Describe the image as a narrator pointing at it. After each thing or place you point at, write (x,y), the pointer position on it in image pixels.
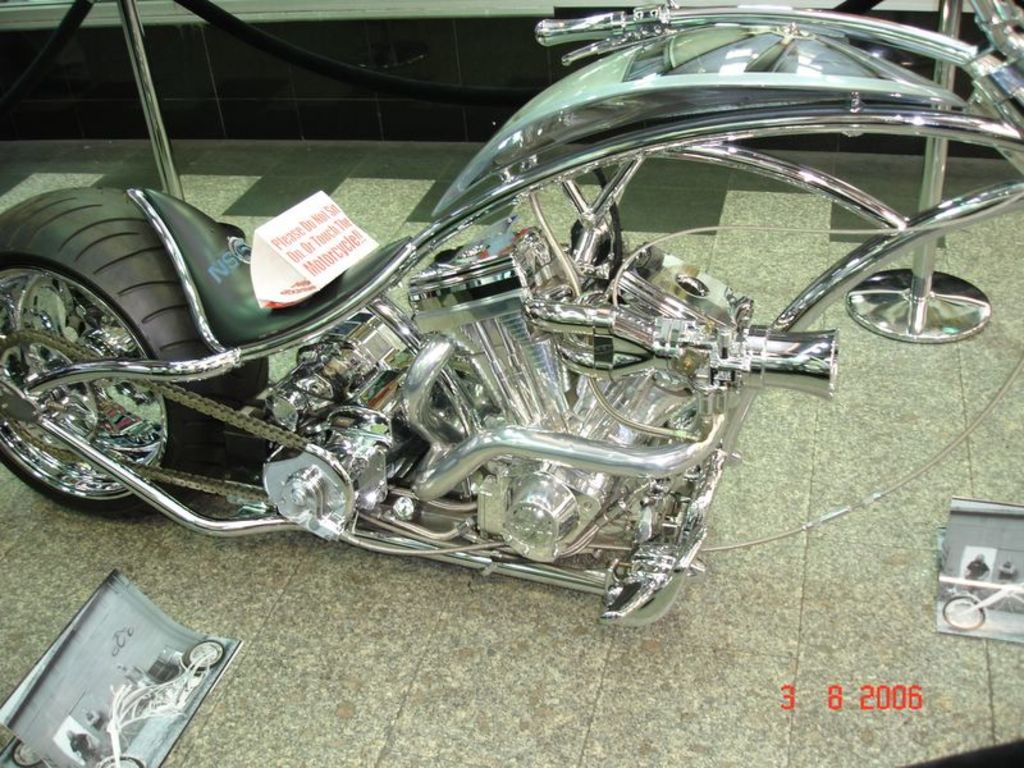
In this picture we can see a motor cycle (440,460) on the ground (481,720) and in the background (146,66) we can see poles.
